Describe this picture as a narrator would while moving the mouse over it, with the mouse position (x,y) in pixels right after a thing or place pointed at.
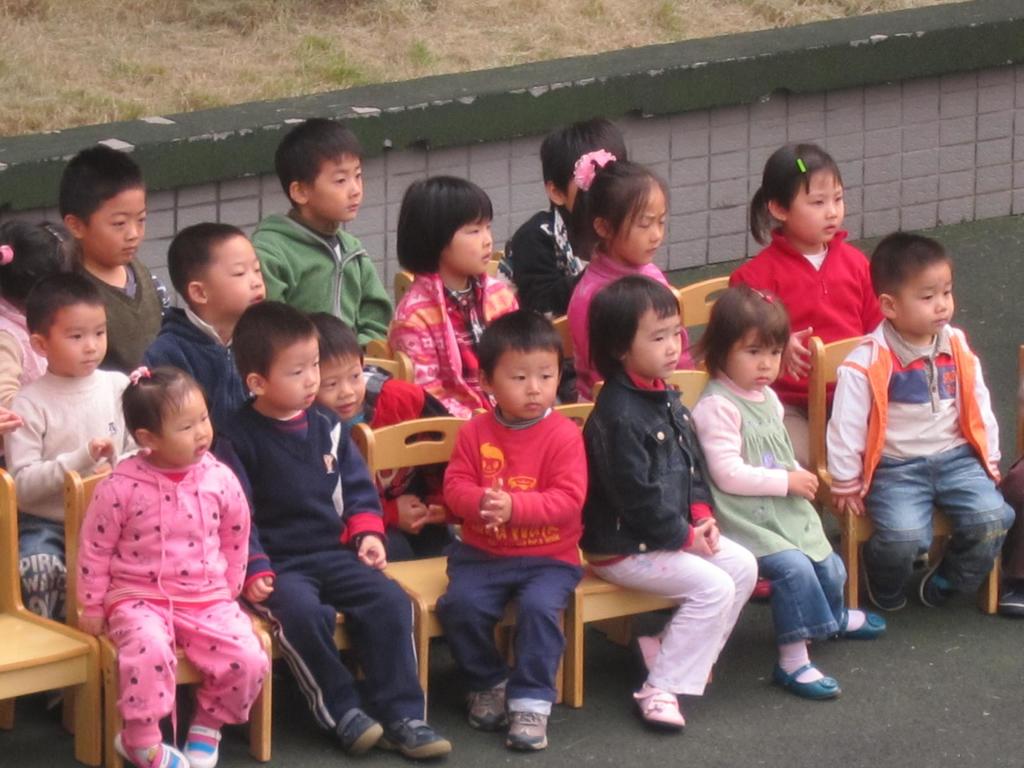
In this image there are few children's (519,501) sitting on the chairs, behind them there is a wall (358,126), behind the wall (362,105) there is grass (204,62).
